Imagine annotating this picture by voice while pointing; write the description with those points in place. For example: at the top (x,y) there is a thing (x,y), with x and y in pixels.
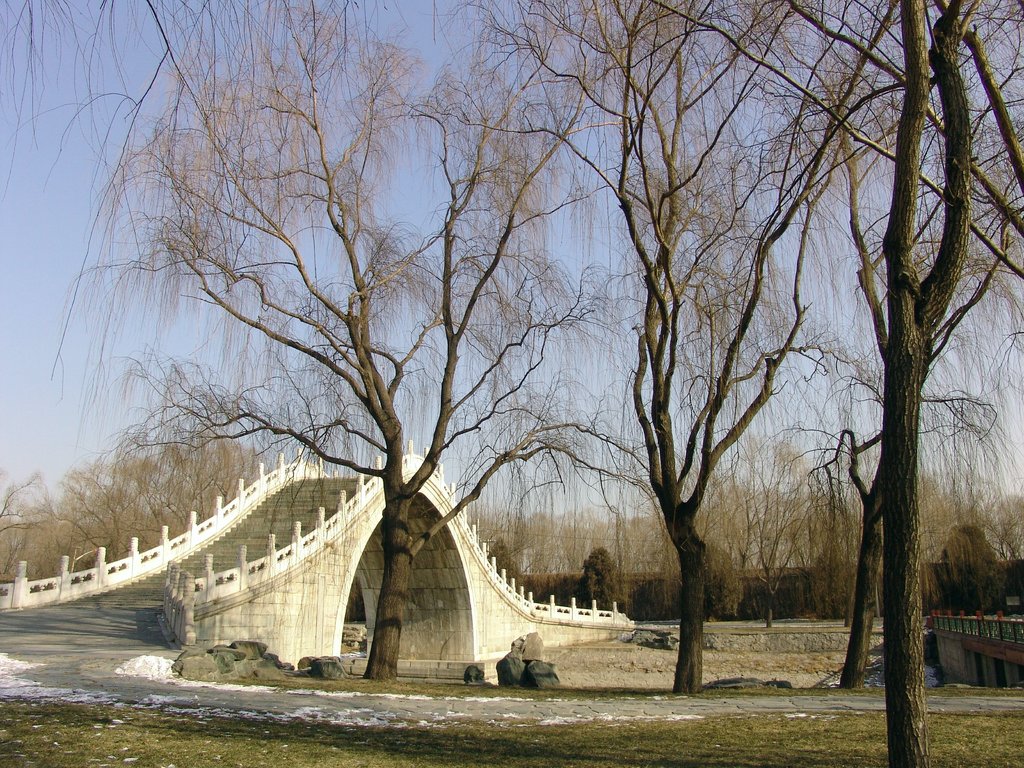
At the bottom of the image (242,723) on the ground (584,713) there is grass (464,759). And also there is a bridge (294,533) with railing (304,553) and also there is an arch (344,583). And in the image there are trees (921,565). On the right corner of the image (961,646) there is a bridge (965,628). In the background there is sky (322,358).
